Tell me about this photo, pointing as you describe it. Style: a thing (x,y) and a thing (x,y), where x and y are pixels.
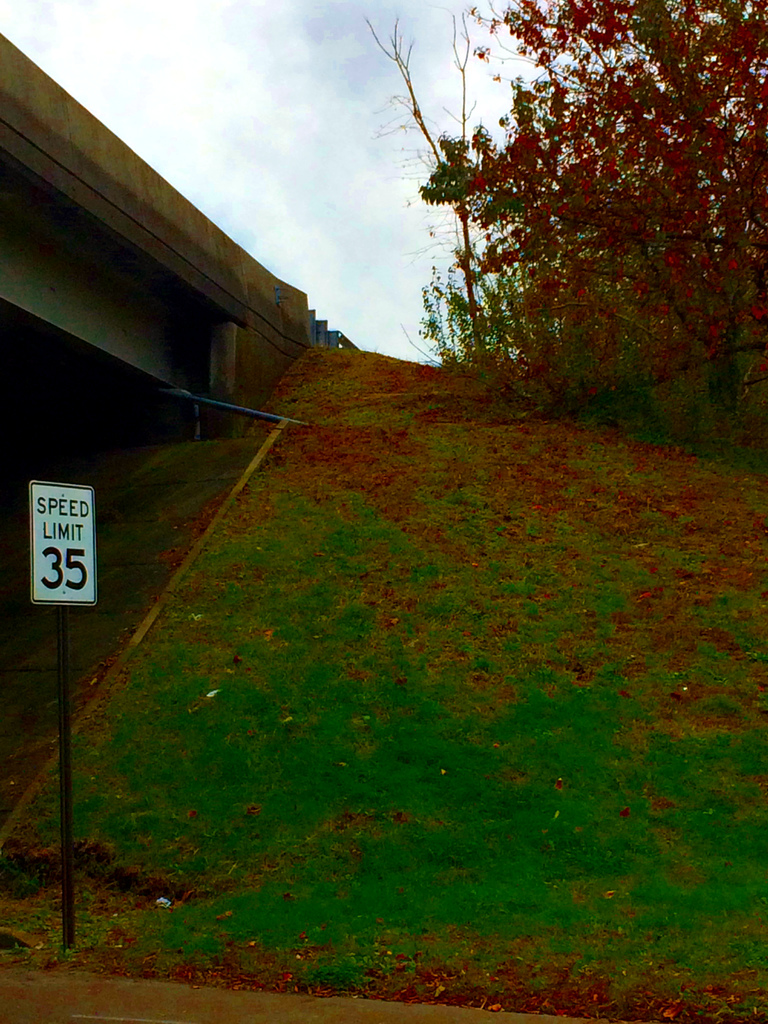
In the foreground of the picture (319,607) there are dry leaves (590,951), grass (303,791) and a pole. On the left (174,348) there is a bridge (170,300). On the right (581,165) there are trees (614,255). Sky (397,242) is cloudy.
